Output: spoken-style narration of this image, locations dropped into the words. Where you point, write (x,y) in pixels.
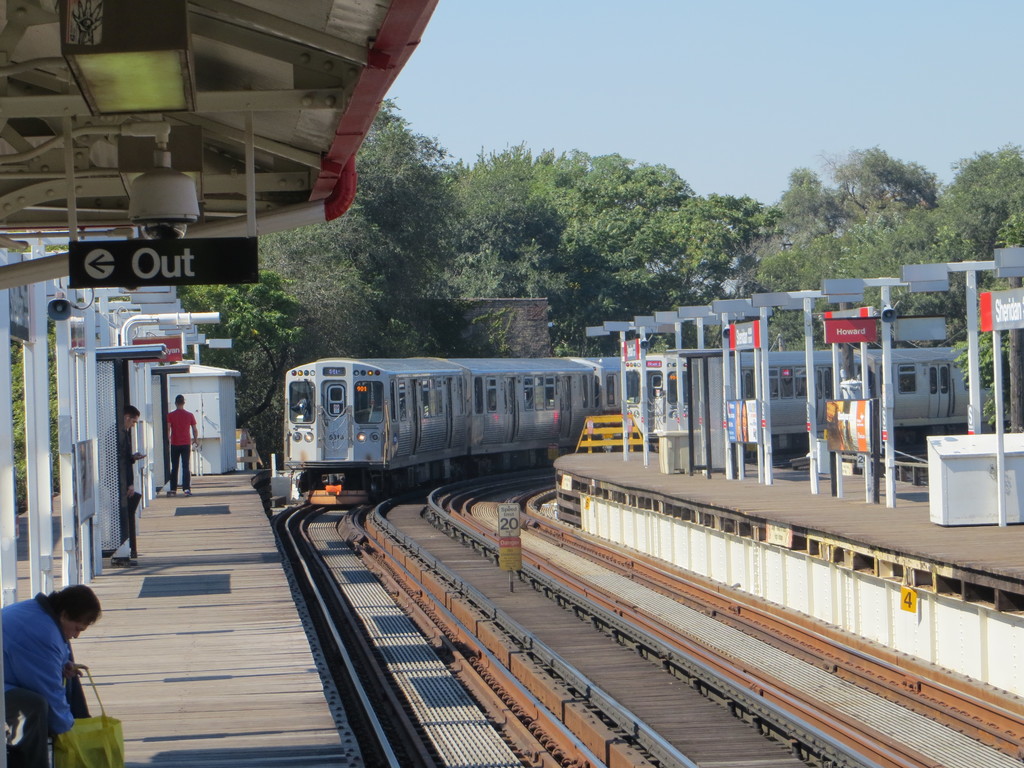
This image is taken outdoors. At the top of the image (741,116) there is a sky (803,44). In the background (1002,184) there are many trees (362,268). On the left (243,560) and right sides of the image there are platforms (256,534) with benches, a few boards (199,252) with text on them and iron bars (44,508). A woman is sitting on the platform (149,655). In the middle of the image (423,357) a train (580,418) is moving on the tracks (563,555).
